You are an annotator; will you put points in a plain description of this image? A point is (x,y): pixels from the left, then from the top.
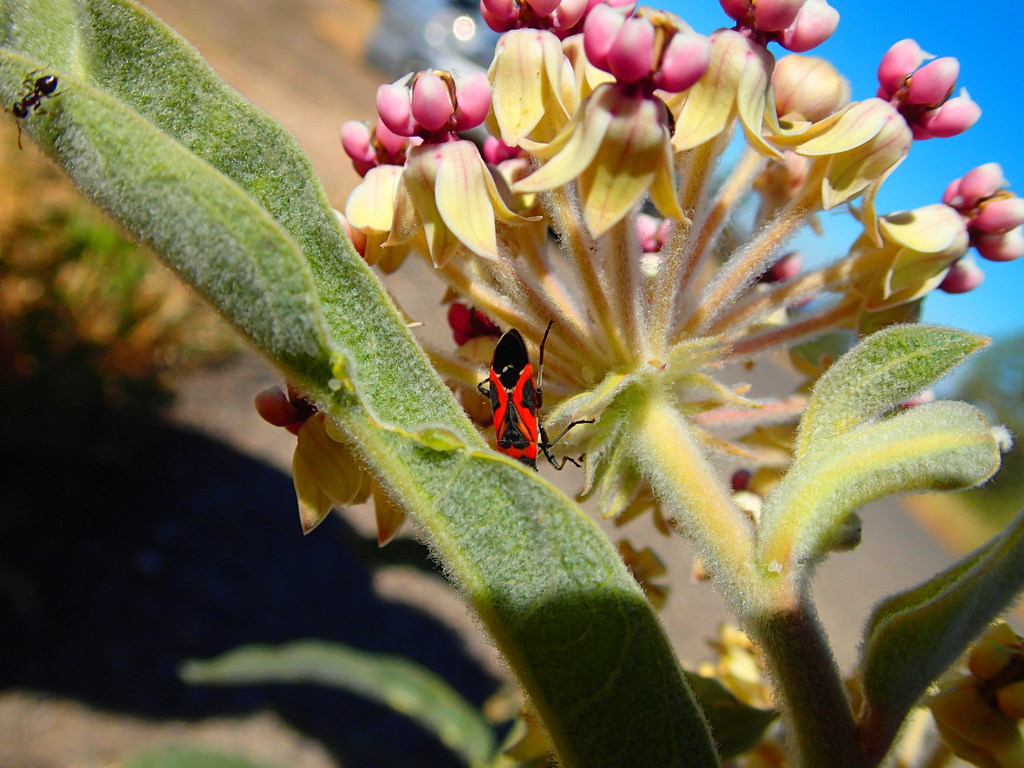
In this image there is a plant (658,351) with buds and flowers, there is an ant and a insect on the plant (185,233), and there is a blur background (321,49).
